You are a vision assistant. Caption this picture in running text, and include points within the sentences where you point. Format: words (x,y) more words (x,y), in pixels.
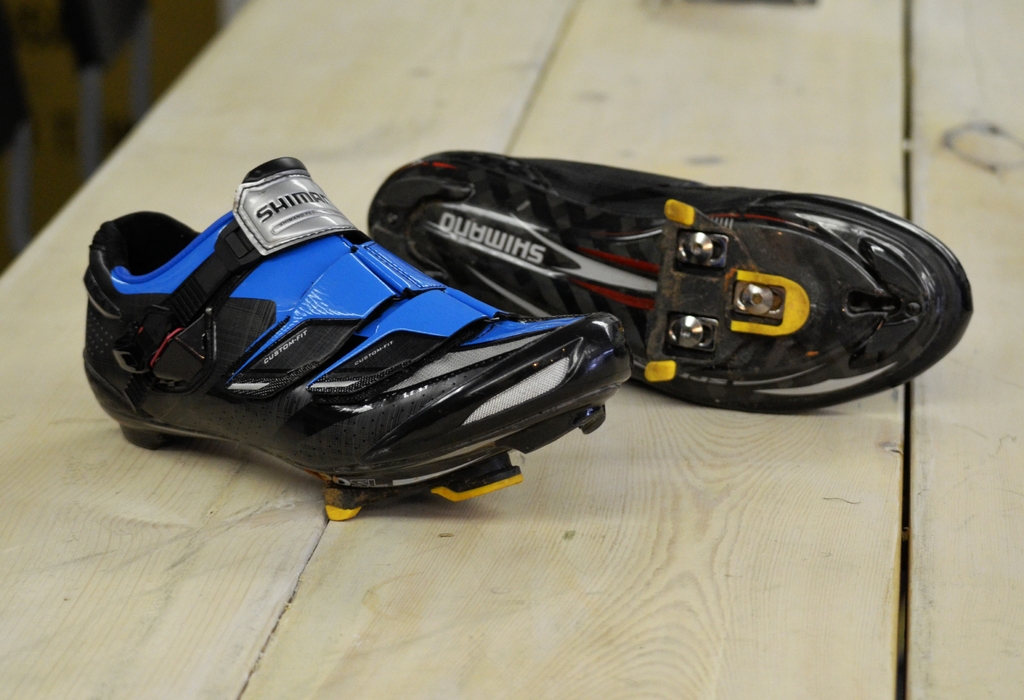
In this picture I can see shoes (521,308) are placed on the wooden surface (485,551).
